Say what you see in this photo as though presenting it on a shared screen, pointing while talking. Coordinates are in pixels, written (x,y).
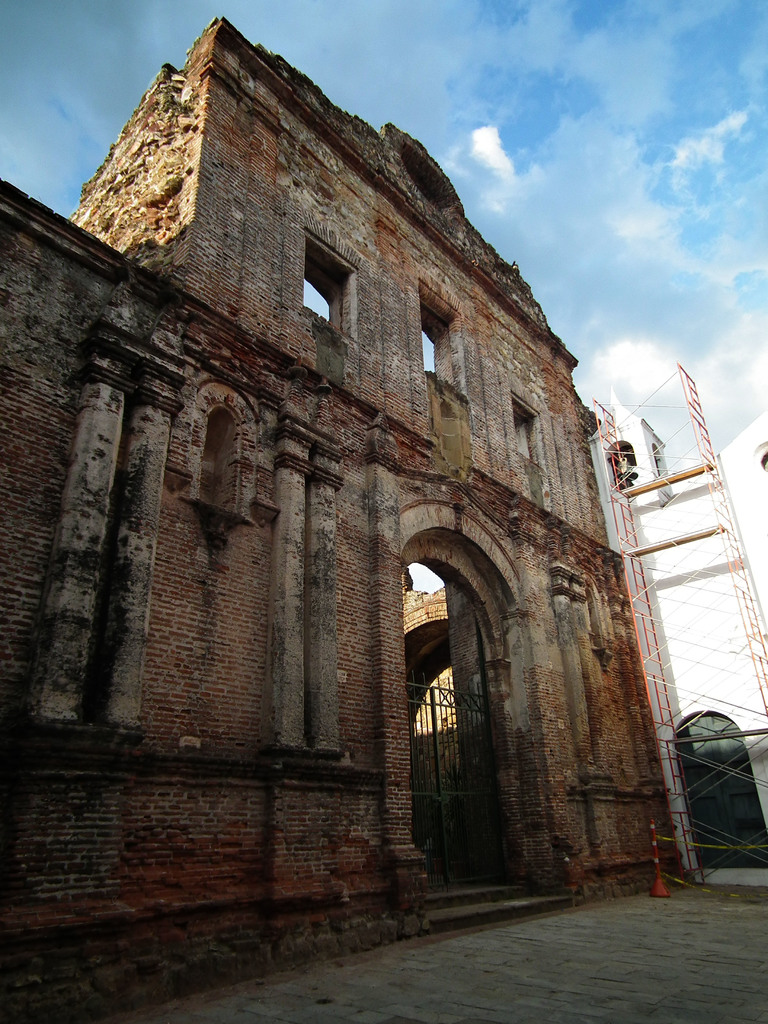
In the picture I can see a stone building (314,780), gate (481,784), stand (718,834), white color building (680,621) and the blue color sky (50,134) with clouds (50,134) in the background (40,95).
